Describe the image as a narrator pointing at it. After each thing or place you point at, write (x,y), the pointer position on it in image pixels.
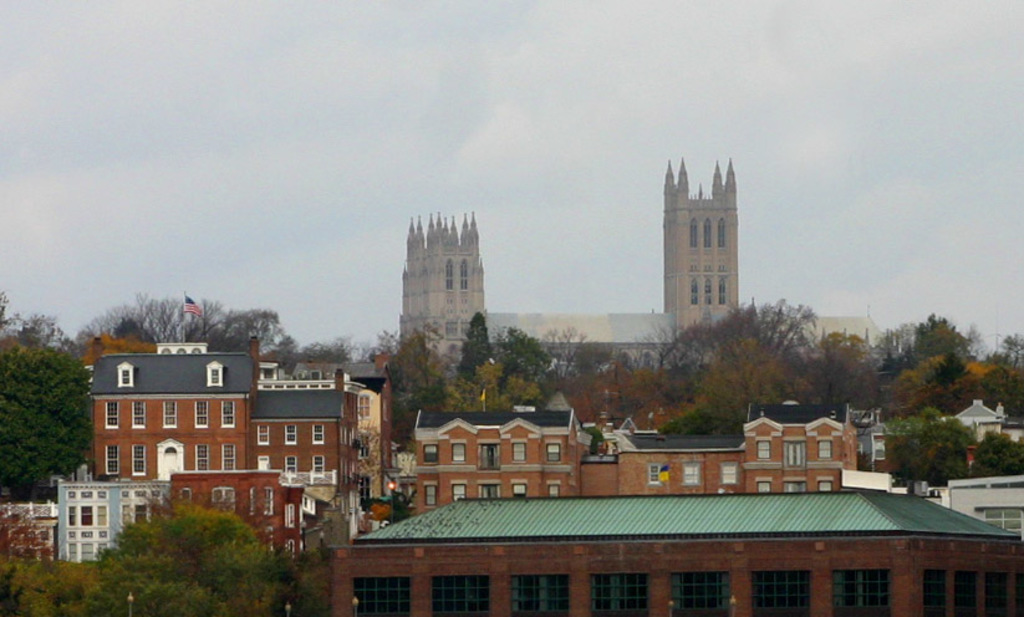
In this image I can see few buildings (885,512) in brown and white color and I can see trees (960,444) in green color. Background (198,294) I can see a flag (185,299) in blue, white and red color and the sky (396,207) is in white color.
